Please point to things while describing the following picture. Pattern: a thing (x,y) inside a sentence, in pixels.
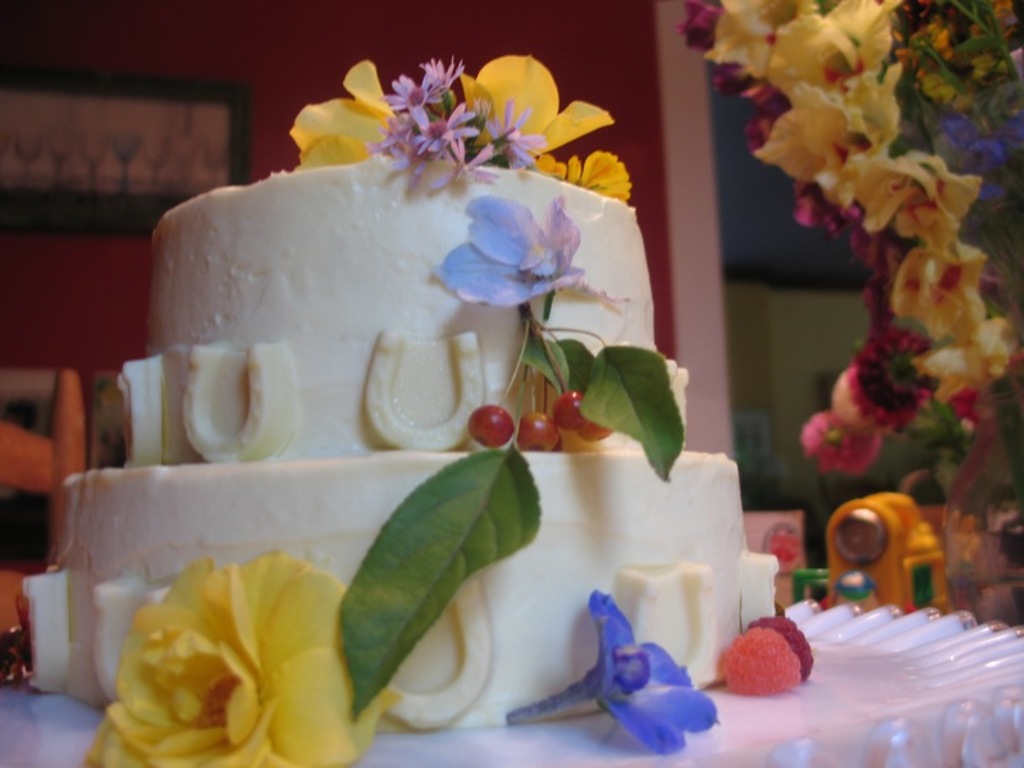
In this picture I can see a step cake (617,470) decorated with flowers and fruits (487,415), there are some objects (19,456), and in the background (354,59) it looks like a photo frame (221,88) attached to the wall (189,67).
